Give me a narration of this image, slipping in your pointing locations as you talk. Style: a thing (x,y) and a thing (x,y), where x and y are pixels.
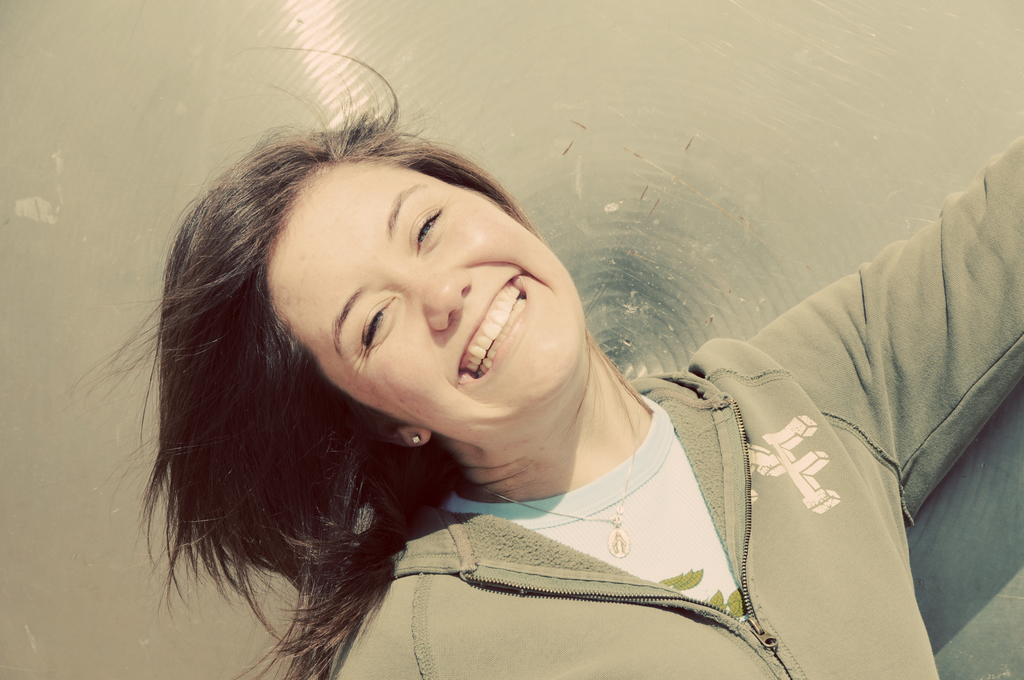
In this picture we can see a close view of the girl (710,573) wearing a green jacket (802,567), lying in the front (804,598) smiling and giving a pose to the camera.
